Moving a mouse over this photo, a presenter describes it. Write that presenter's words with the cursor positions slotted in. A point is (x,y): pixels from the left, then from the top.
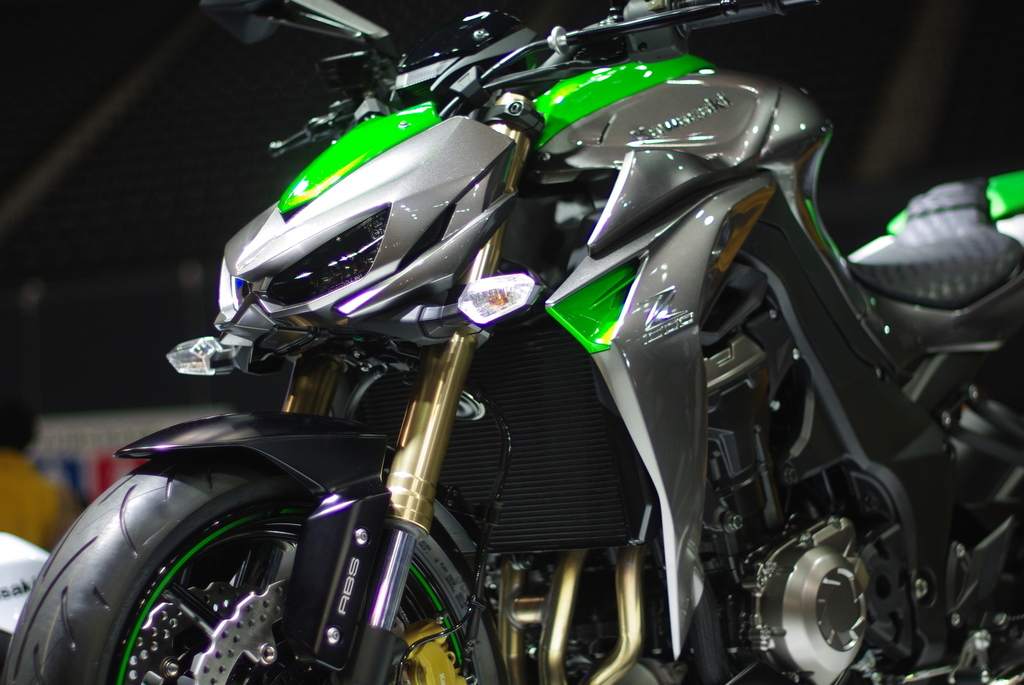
In this picture there is a bike (526,472). In the background of the image (10,497) it is dark and we can see a person (27,484) and board (115,460).
